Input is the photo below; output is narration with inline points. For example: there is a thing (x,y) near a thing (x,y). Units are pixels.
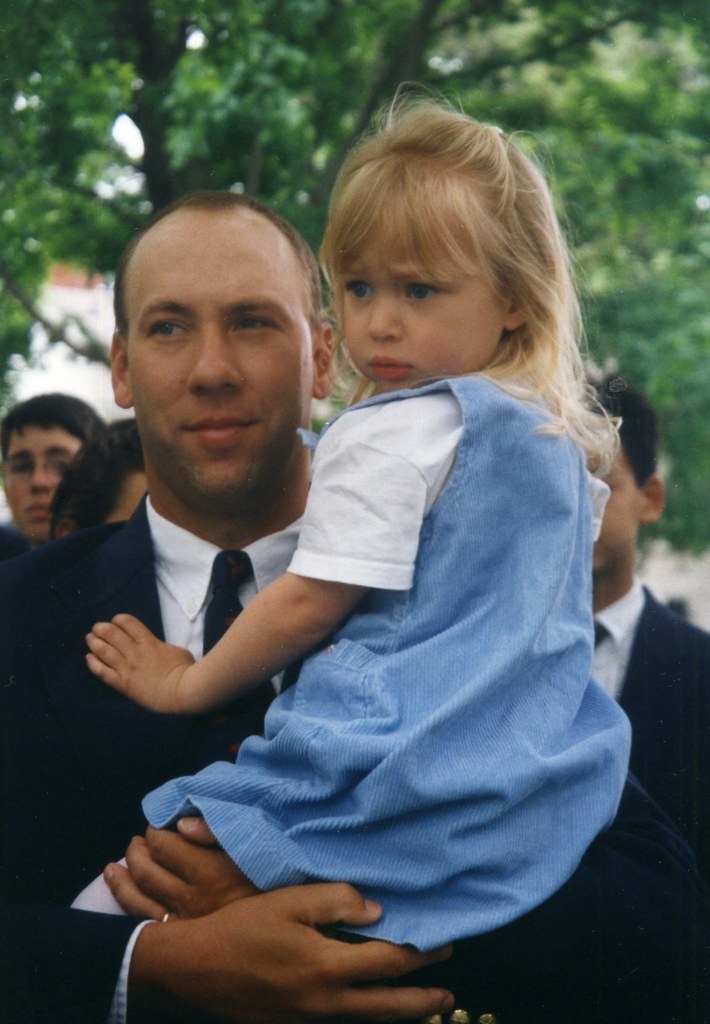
In this image there is a person (165,401) holding a child (488,681) in his hand (218,868), behind him there are a few people (82,485) and in the background (168,159) there are trees (280,148).
